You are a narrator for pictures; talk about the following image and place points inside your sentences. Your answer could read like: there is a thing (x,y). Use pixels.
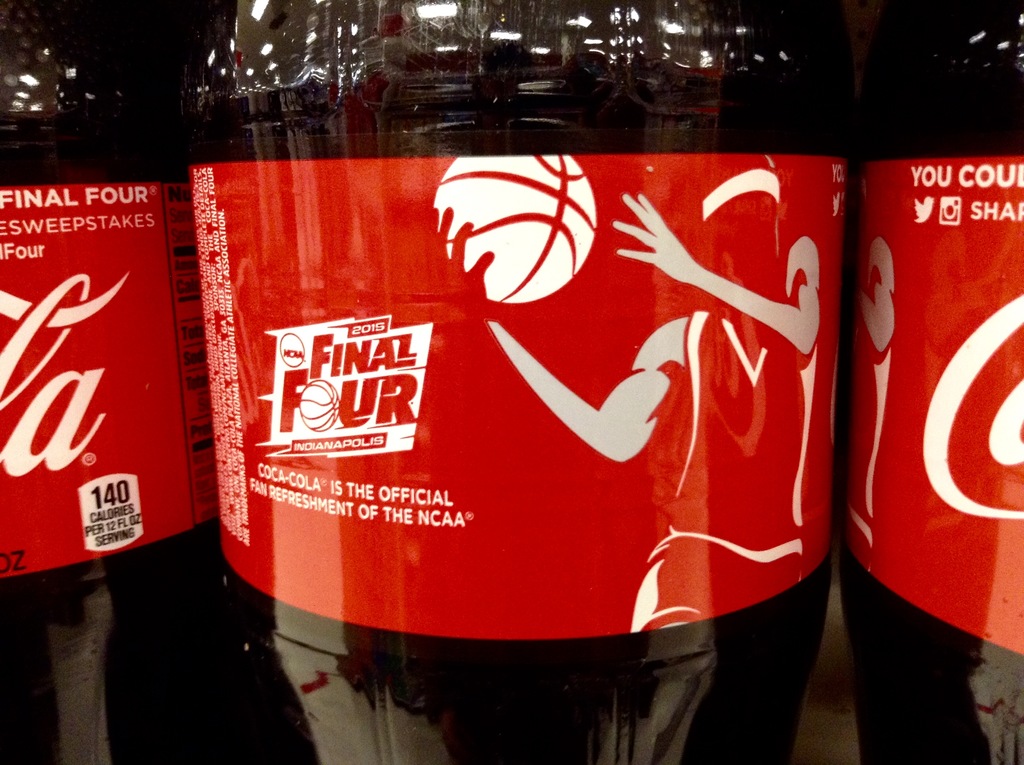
In this picture we can see three bottles (251,198) with coca cola stickers (636,395) to it and we have drink (123,572) in that bottles (874,105) and on sticker (578,301) we can see a person (751,535) holding ball (515,245).
